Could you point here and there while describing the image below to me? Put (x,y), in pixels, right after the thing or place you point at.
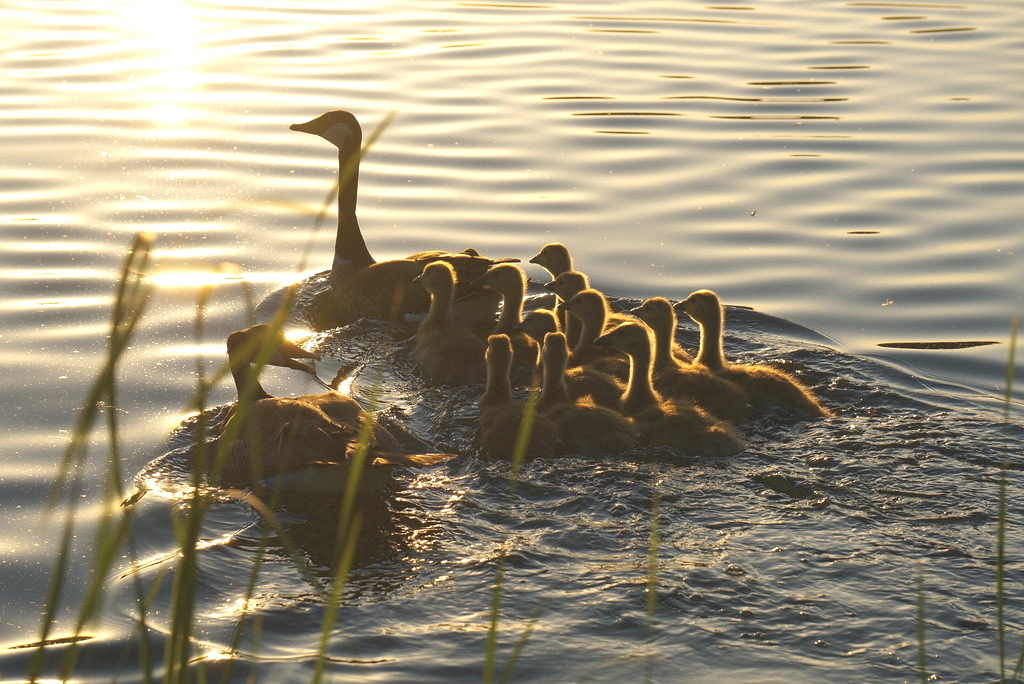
In this picture I can observe ducks (370,303) swimming in the water (188,336). In the bottom of the picture (186,526) I can observe grass (187,591).
